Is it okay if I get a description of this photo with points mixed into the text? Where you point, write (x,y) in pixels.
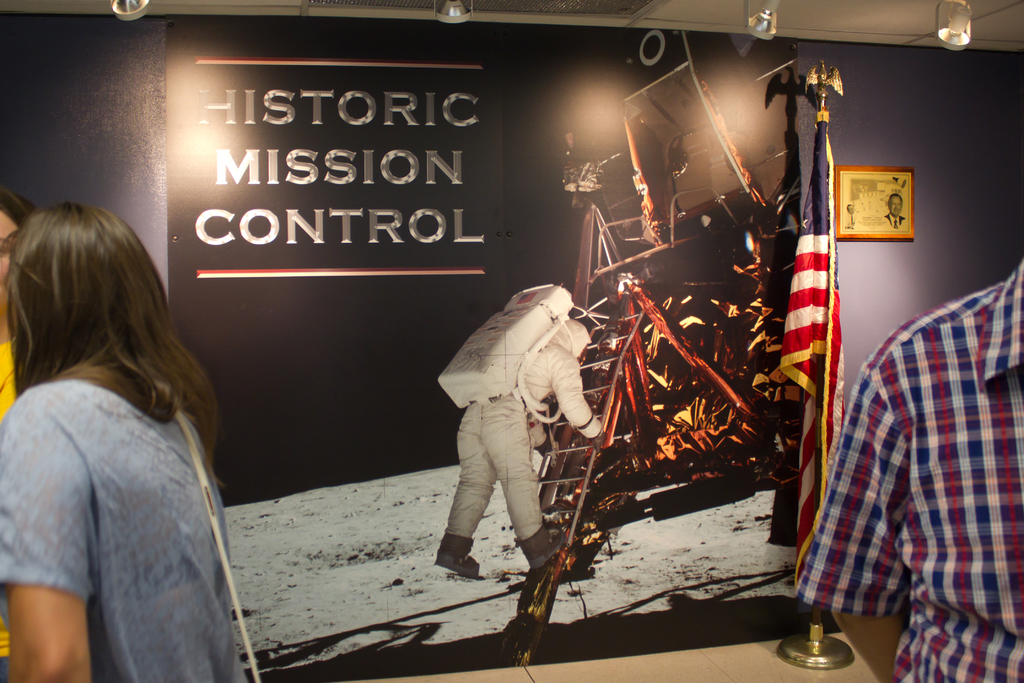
On the left side (39,337), there are two persons (71,398) standing. On the right side (939,607), there is a person (977,301) in a shirt (966,301). In the background (582,153), there is a wallpaper (231,97) on the wall (909,102), there is a flag (830,212) and there are lights (450,12) attached to the roof (341,9).
